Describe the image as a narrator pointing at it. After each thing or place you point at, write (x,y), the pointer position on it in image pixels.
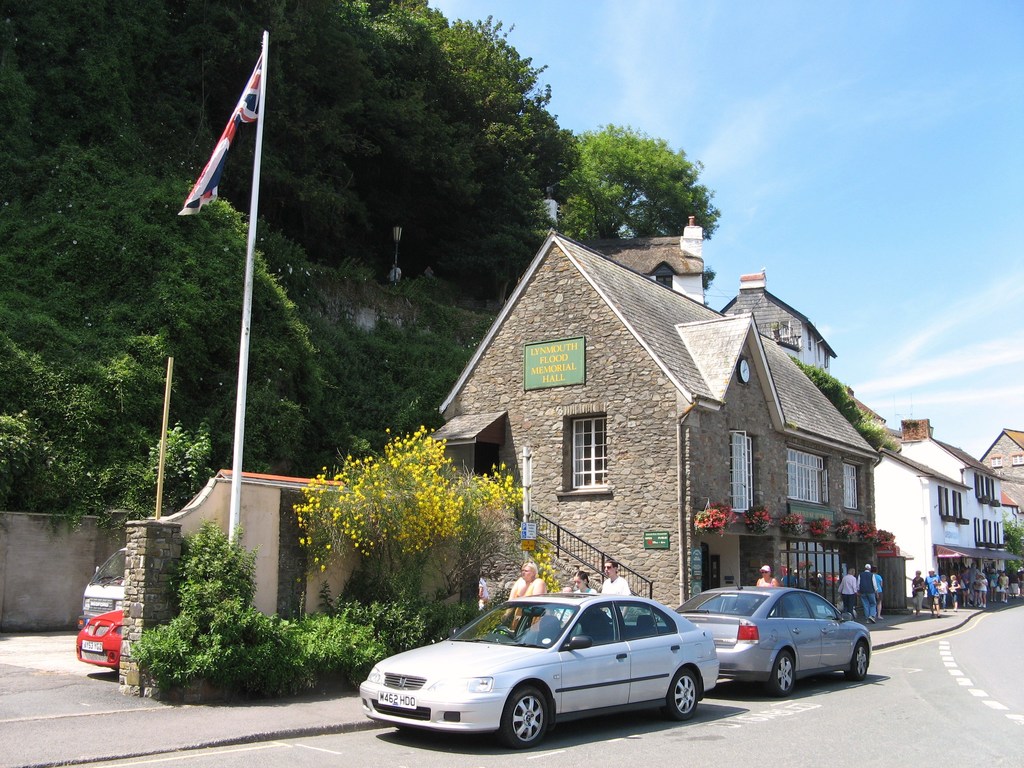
In this image I can see few vehicles (578,689) and I can also see few persons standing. Background (190,125) I can see few trees (31,235) in green color, a flag (233,136) in red, white and blue color, buildings (697,343) in white and brown color and the sky (803,114) is in blue color.
